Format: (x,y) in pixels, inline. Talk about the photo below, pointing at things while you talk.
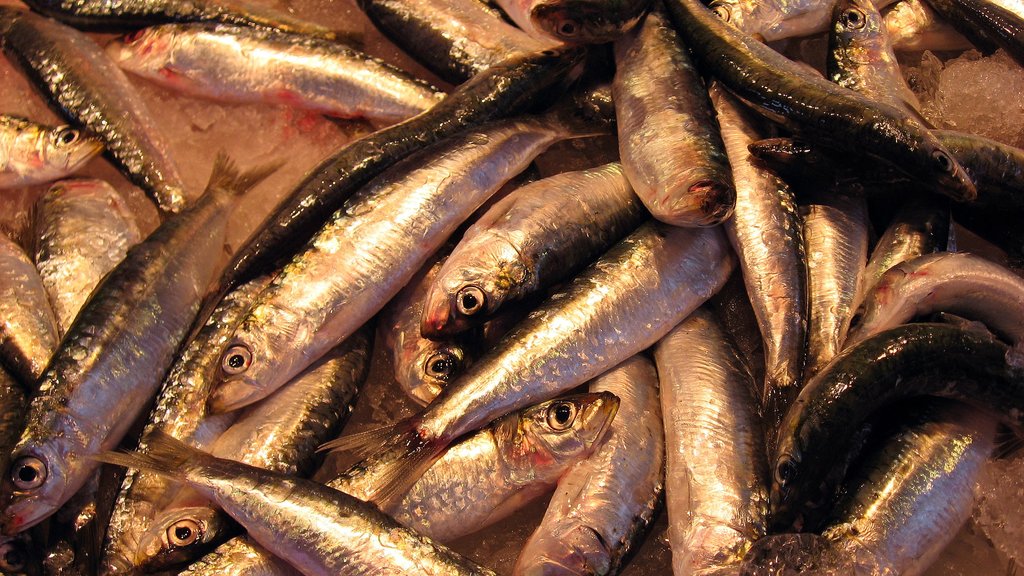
In this picture I can see many fish (660,397) which are kept on the ice (252,155).
